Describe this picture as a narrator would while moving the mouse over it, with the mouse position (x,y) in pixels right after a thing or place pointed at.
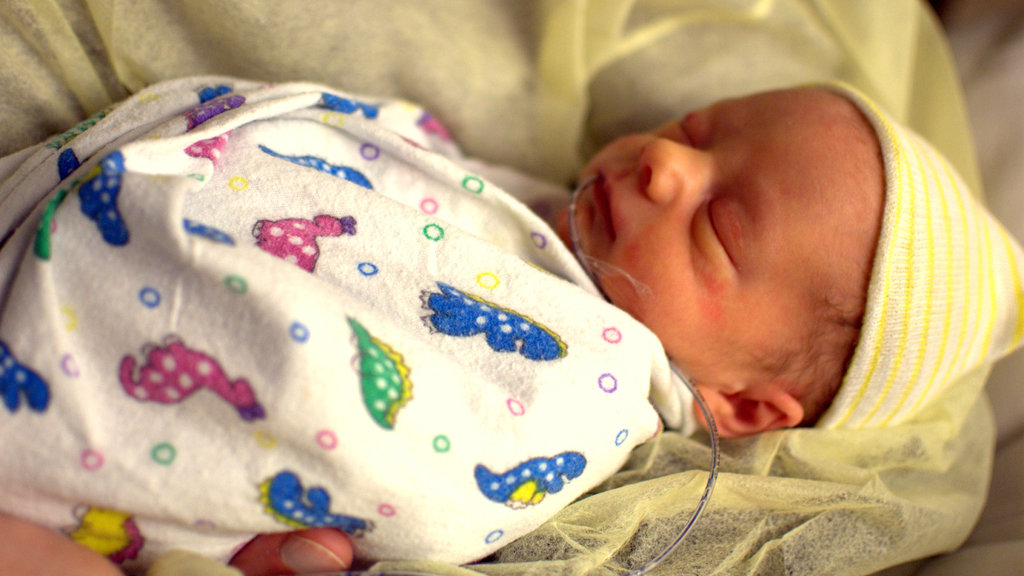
In the foreground of this image (567,263), there is a baby (642,324) and we can also see a pipe (712,473) in her mouth (595,206) is carrying by a person (818,505).
